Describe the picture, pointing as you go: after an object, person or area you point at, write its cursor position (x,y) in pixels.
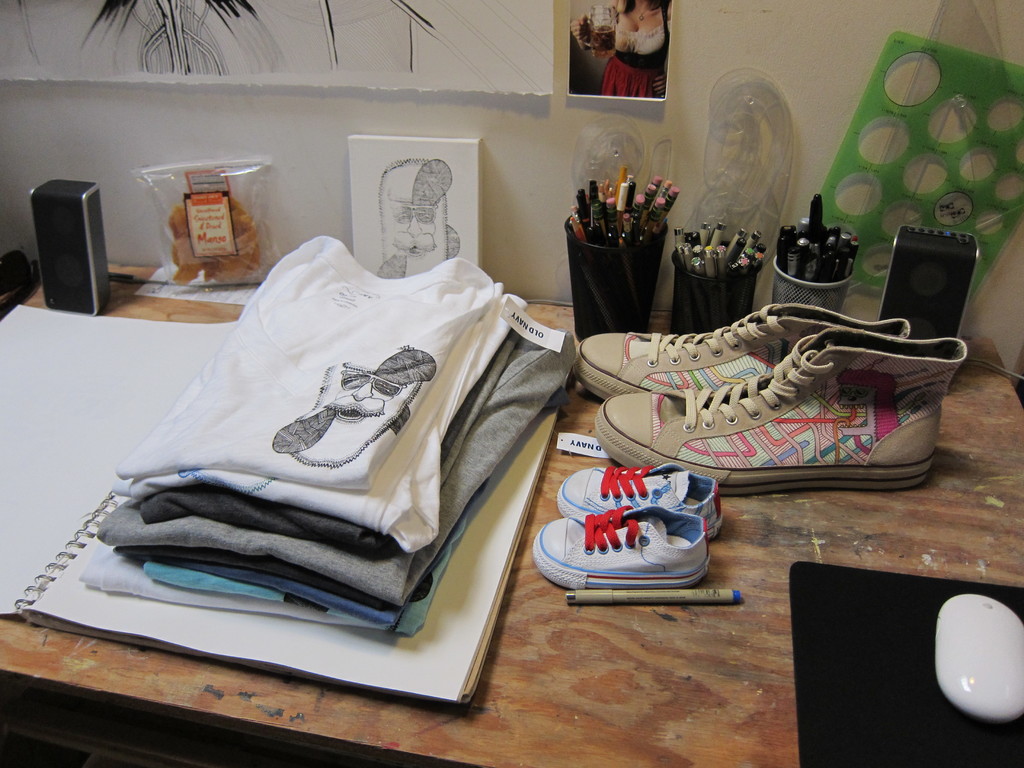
In this image we can see a wooden surface (526,708). On that there is a book (444,669), two pairs of shoes (620,480), pen (632,593), mouse (964,614) with mouse pad (886,626), glasses (643,278) with pencils (624,217) and pens (787,233), speakers (908,276), packet (219,234) with some items (234,216) and some other things (440,212). In the back (724,72) there is a wall (713,62). On the wall (672,62) there are photo frames (414,75). On the book (173,626) there are clothes (325,523).
